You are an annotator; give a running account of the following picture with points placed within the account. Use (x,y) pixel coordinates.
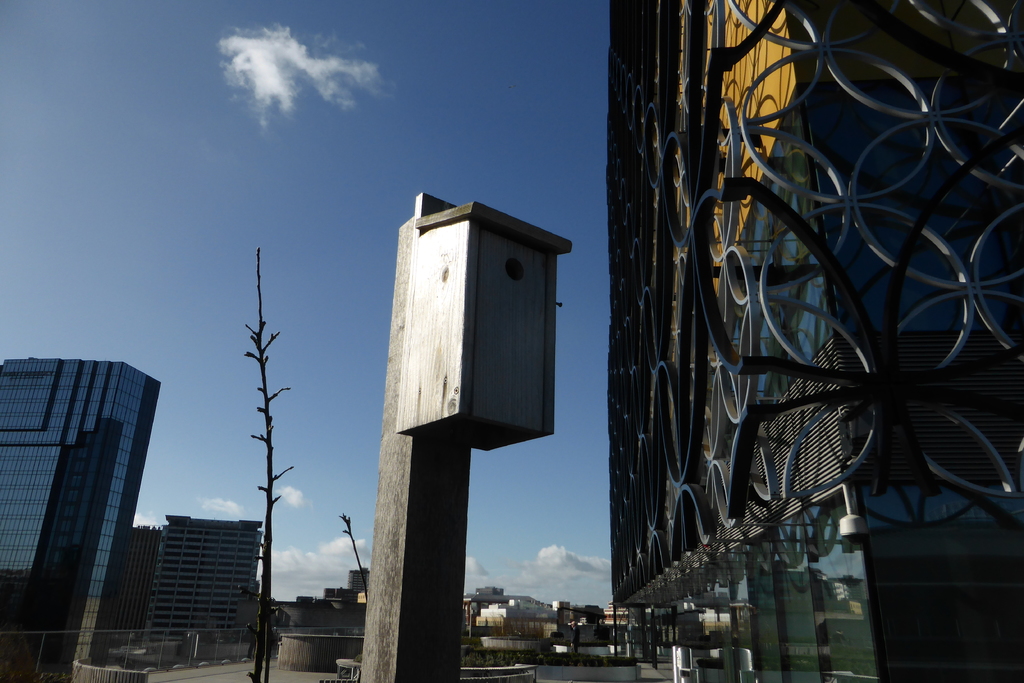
In this image I can see the building (812,287), a pole (418,591), a box (466,372) to the pole (422,550), a tree (256,651) and in the background (231,569) I can see few other buildings (235,574) and the sky (277,155).
